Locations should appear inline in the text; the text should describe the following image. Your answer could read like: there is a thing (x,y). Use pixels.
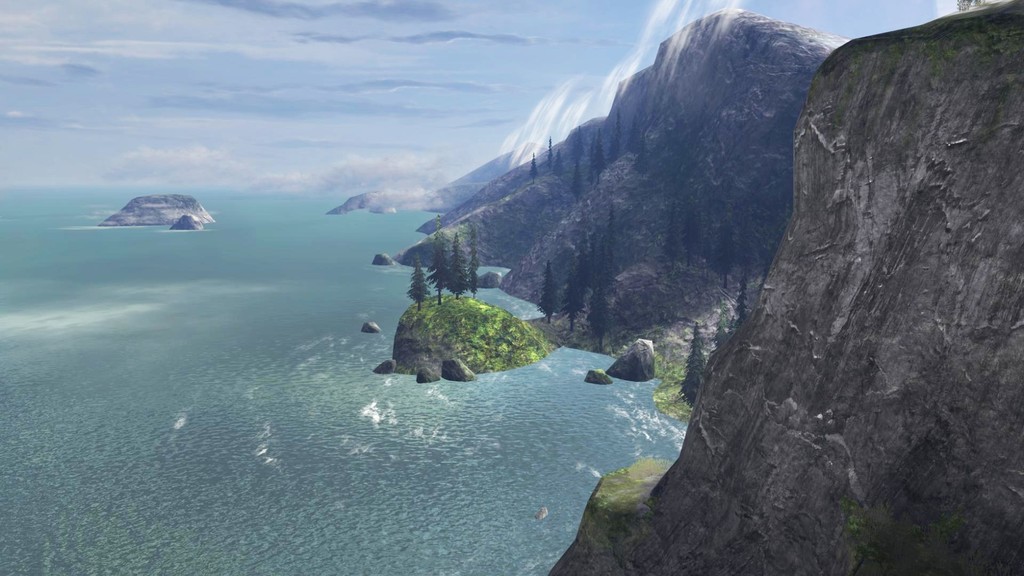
This picture looks like animated. On the right (716,328) I can see the stone mountains (777,239). In the center (440,276) I can see some trees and stones (402,362). On the left (6,424) I can see the ocean (54,357). At the top (376,108) I can see the sky (334,70) and clouds (320,86).
